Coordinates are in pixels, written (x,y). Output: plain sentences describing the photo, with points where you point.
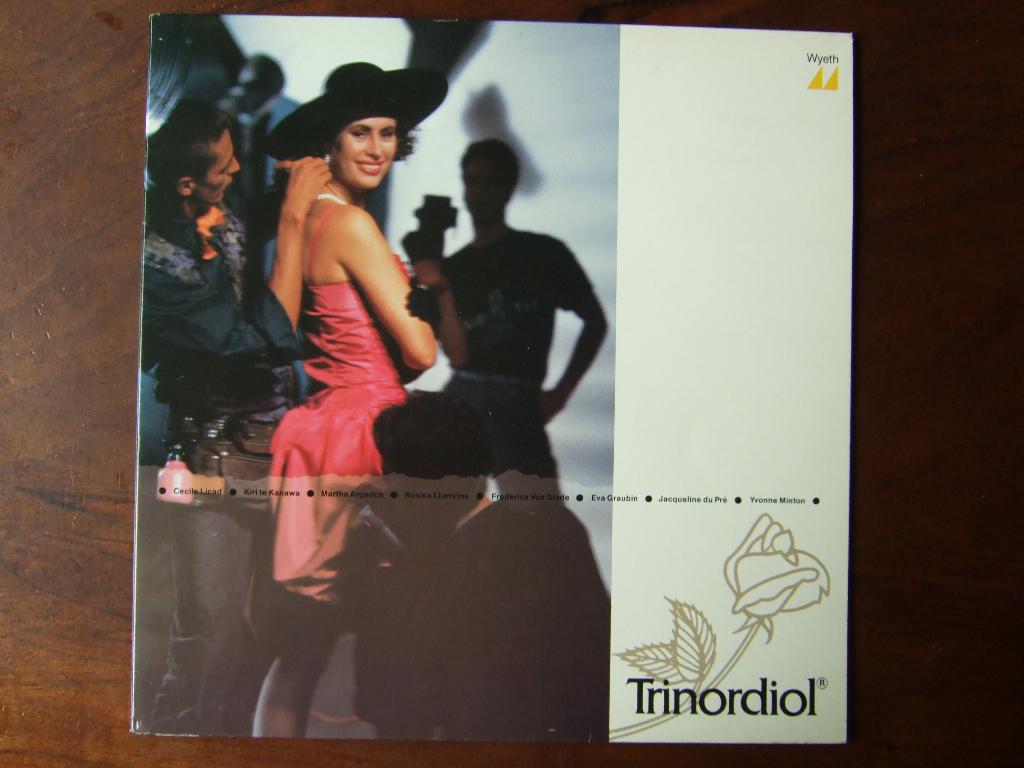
In this image there is a book (650,453) having a cover (252,575) which is having a image (426,531) of few persons (502,565) and some text (666,705) on it. In the image there is a woman (340,389) wearing a pink dress (340,405) and cap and she is standing on the floor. Behind there is a person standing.
